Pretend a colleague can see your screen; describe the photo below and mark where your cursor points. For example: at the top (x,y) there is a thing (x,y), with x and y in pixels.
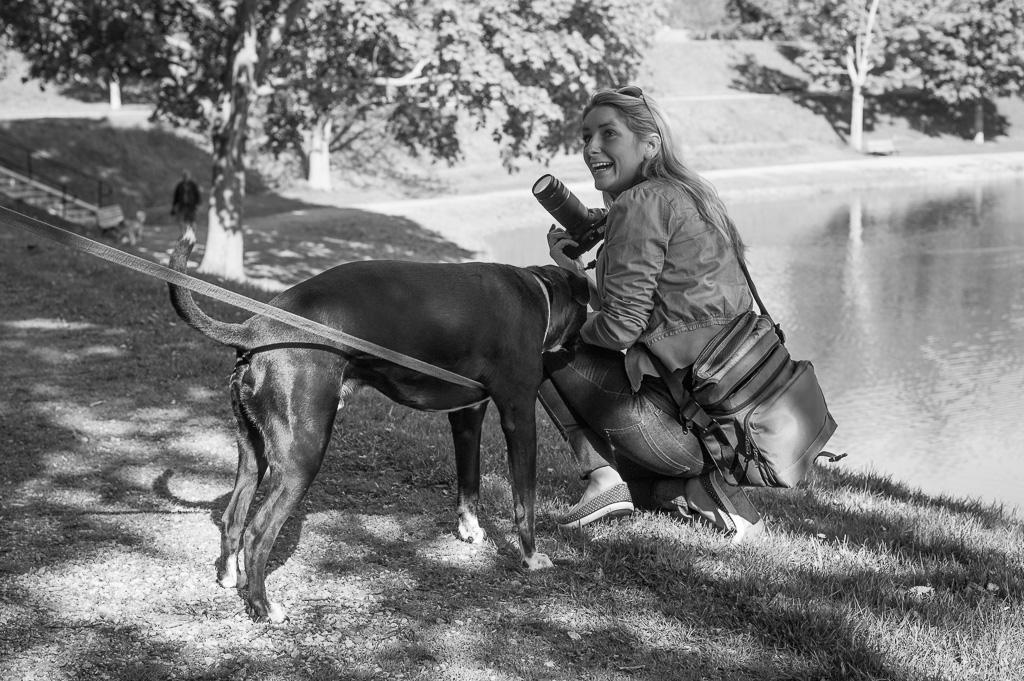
In this image In the middle (585,427) there is a woman (656,346) she is smiling her hair (659,158) is long she holds a camera (565,227) she wears handbag (745,404). In the middle (345,315) there is a dog (359,385). In the background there is a person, trees (344,64) and water (880,341).
